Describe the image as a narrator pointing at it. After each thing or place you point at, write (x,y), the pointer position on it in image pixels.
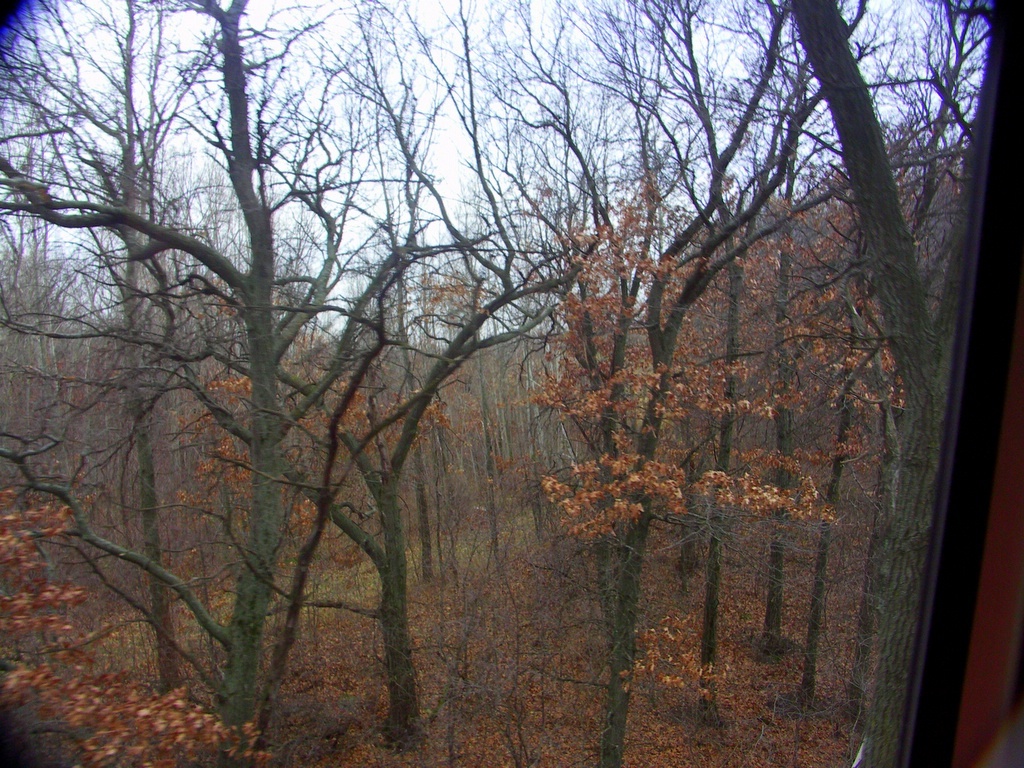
This image is taken outdoors. In this image there are many trees (712,277). At the top of the image (311,57) there is a sky (673,100).
